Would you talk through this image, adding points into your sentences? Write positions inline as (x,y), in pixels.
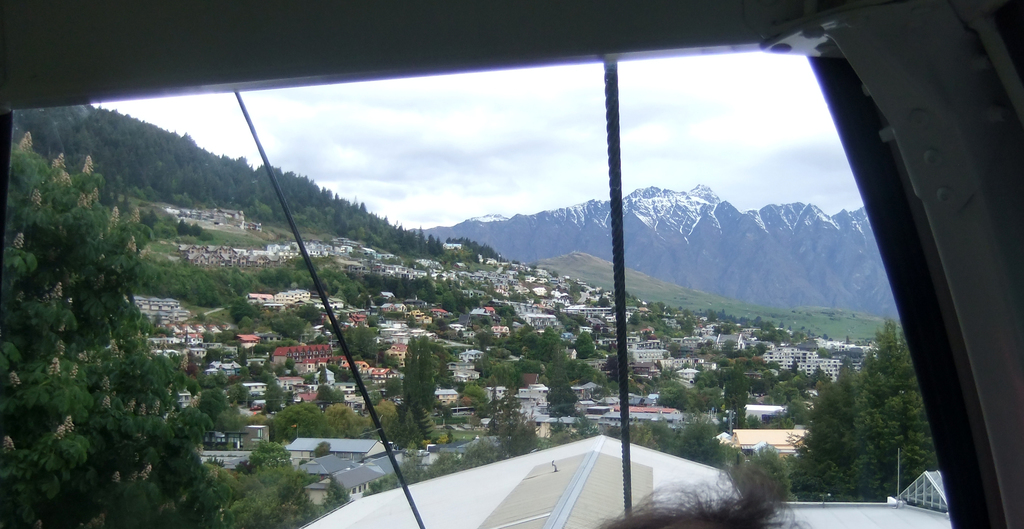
In this image I can see roofs (493,469) of buildings (569,511) which are white, brown and cream in color and few trees (391,388) which are green in color. In the background (674,269) I can see few mountains (684,223) and the sky (494,158).
